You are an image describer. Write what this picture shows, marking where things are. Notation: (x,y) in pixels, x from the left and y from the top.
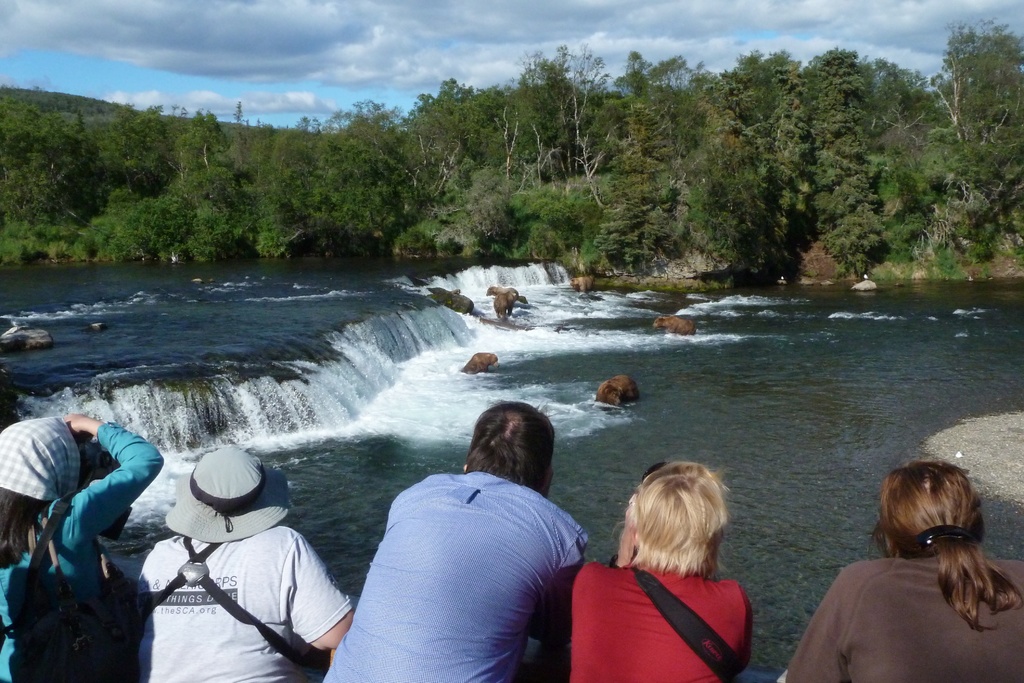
There are some people (184,575) standing wearing hat (205,488) and scarf (23,459). In the back (295,299) there is a river (362,329) with small waterfall (373,331) and rocks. In the background (496,190) there are trees (465,190) and sky (383,60) with clouds (344,60).
